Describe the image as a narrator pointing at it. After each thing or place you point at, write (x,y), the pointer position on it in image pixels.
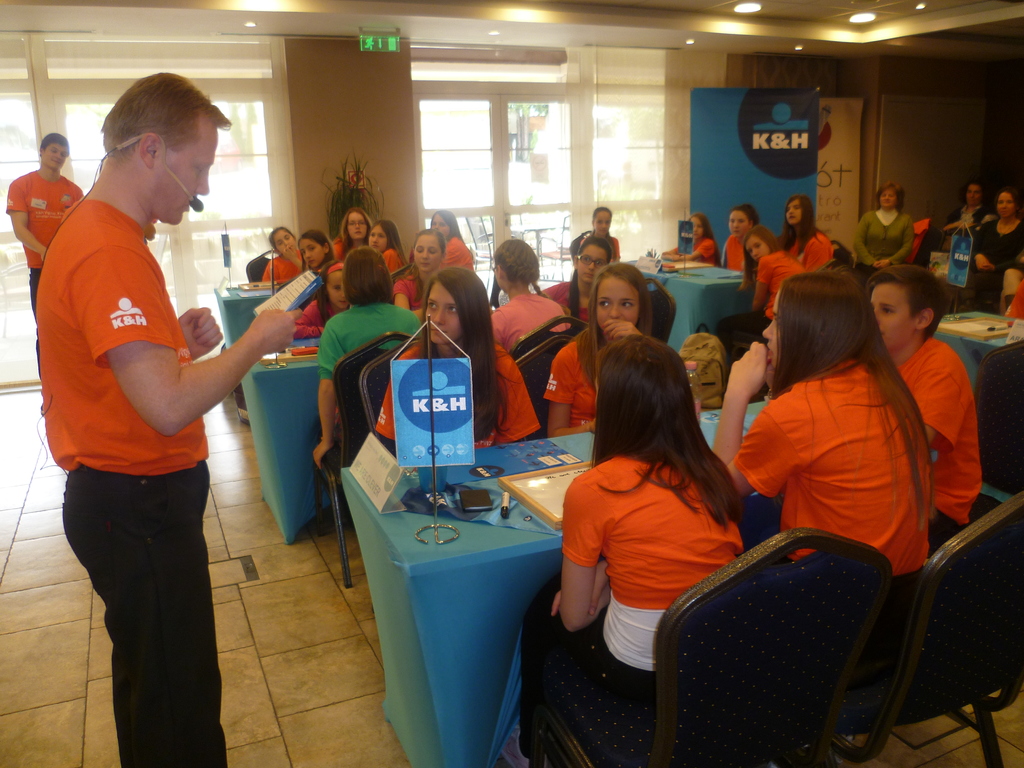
in this image i can see lot of people (420,307) sitting on the chairs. there are two men (76,253) standing in orange t shirt (140,297) and holding a paper (291,291) in their hand (281,313). on the table (442,586) there is a note (438,448) which has written K & H.
